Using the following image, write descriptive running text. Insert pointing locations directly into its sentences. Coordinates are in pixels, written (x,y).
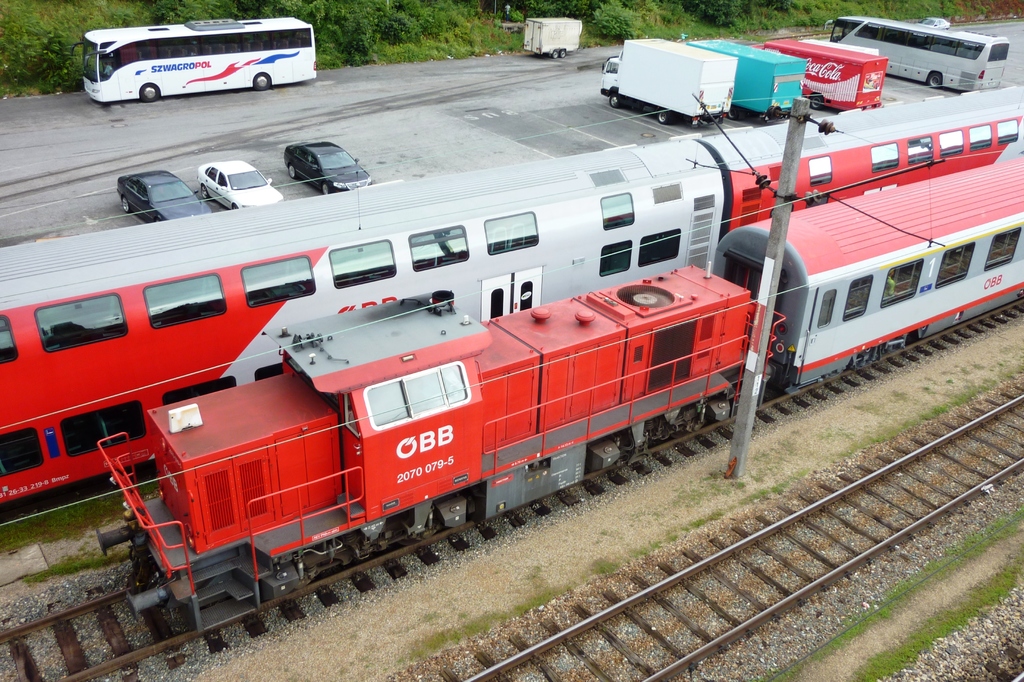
In this picture, we can see a few trains (564,474), rail track (833,558), ground (782,483), poles (761,315), wires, and some stones (718,670) on the ground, plants (23,54), trees (615,29), road (55,194), a few vehicles (197,77), and some objects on the road (26,126).
